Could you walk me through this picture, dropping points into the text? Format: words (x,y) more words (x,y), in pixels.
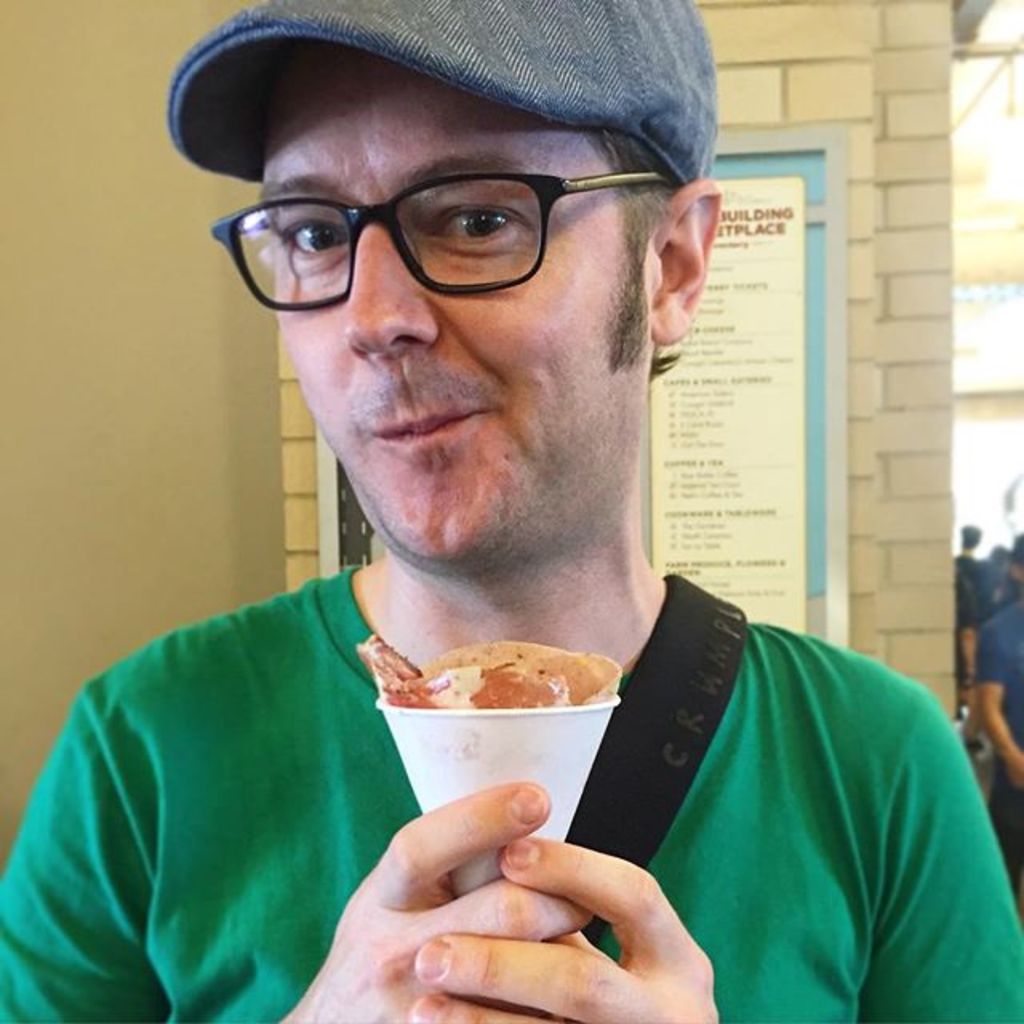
In this picture I can observe a man (344,424) wearing green color T shirt (367,743), spectacles (391,218) and a cap (439,47) on his head (417,119). He is holding a cup (484,735) in his hand (470,820). In the background (153,319) I can observe a wall (756,85).
